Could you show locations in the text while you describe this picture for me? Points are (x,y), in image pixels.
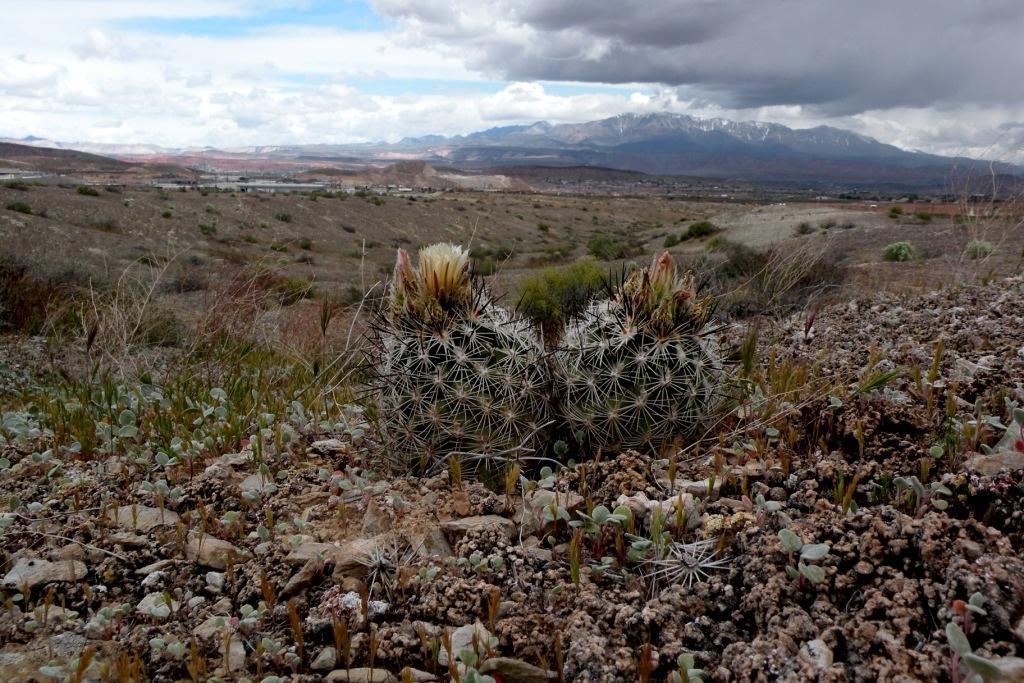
There are cactus (594,426) and plants (776,373) in the foreground area of the image (586,319), there are mountains (577,153) and the sky (316,31) in the background (668,22).
